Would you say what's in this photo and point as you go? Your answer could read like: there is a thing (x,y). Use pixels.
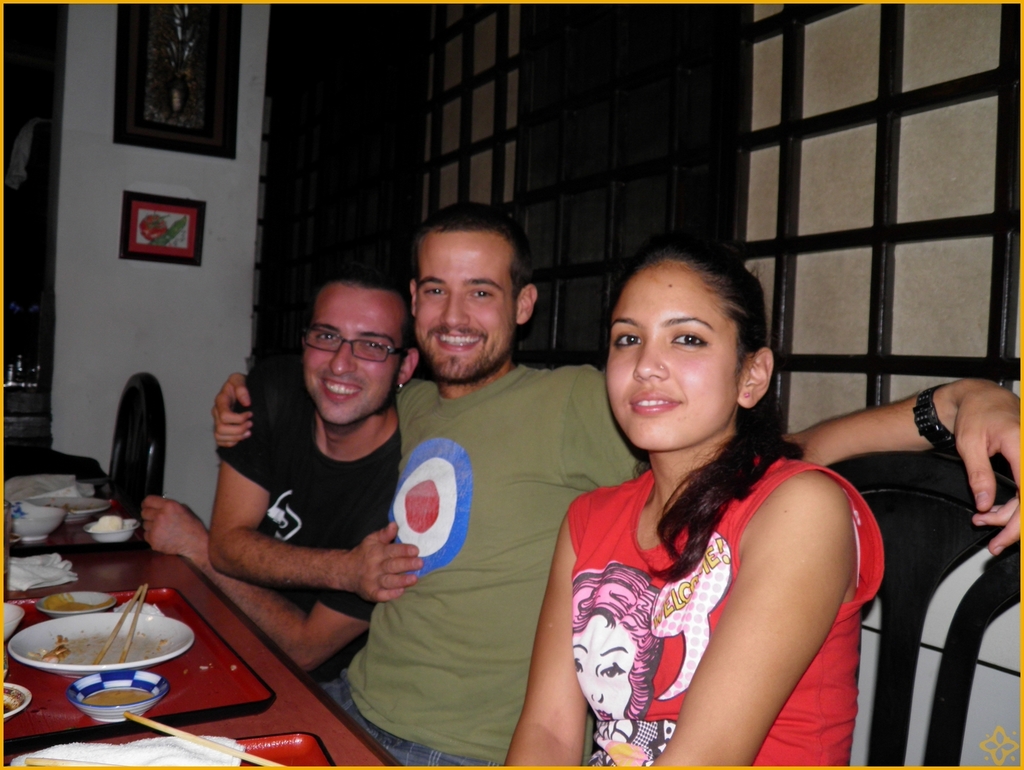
In this picture we can see three people (602,558), they are smiling, in front of them we can see a platform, here we can see chairs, plate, bowls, chopsticks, tissue papers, trays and some objects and in the background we can see a wall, photo frames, windows (628,115).
